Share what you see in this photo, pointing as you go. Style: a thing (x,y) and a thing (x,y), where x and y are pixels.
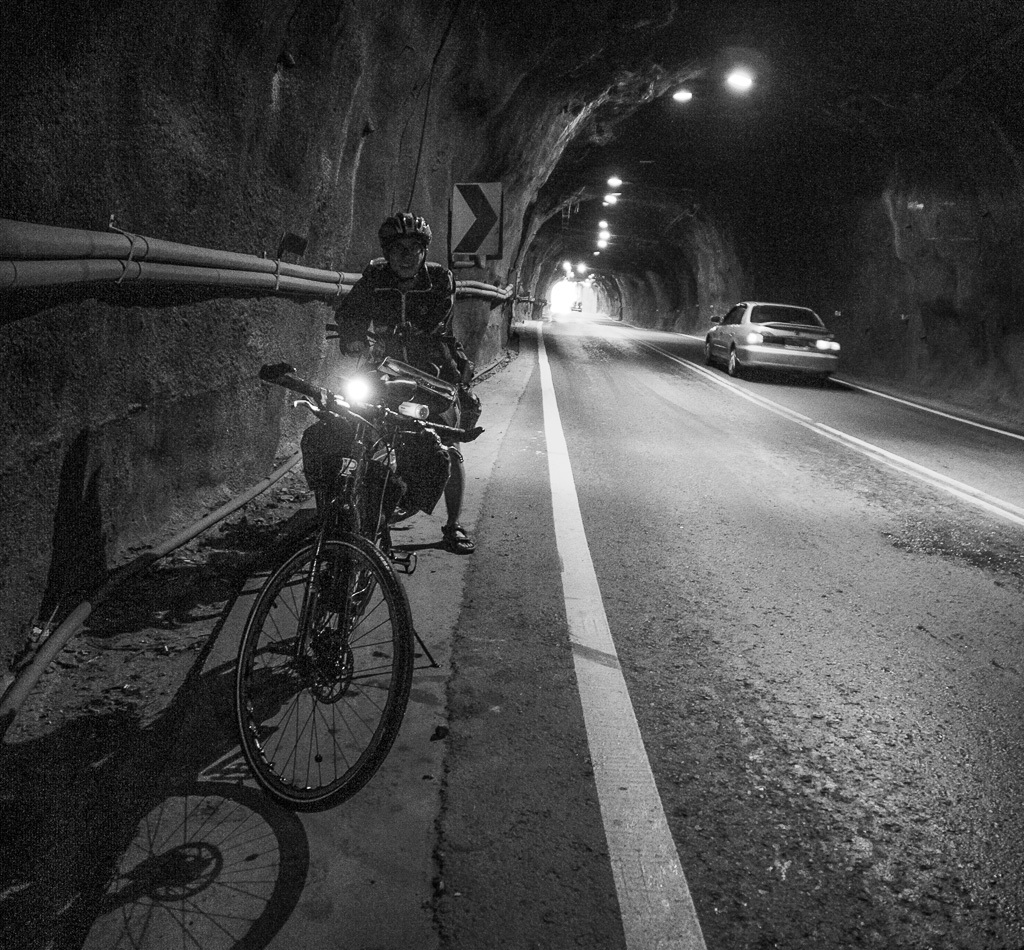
A man (451,459) parked vehicle (337,632) at side of road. He wears a helmet (409,234). There is a bicycle (336,568) in front of him. The road (593,387) is passing through a tunnel (593,298). The tunnel (590,280) is illuminated with some lights (603,224). A car (760,363) is passing through the tunnel (702,293).
